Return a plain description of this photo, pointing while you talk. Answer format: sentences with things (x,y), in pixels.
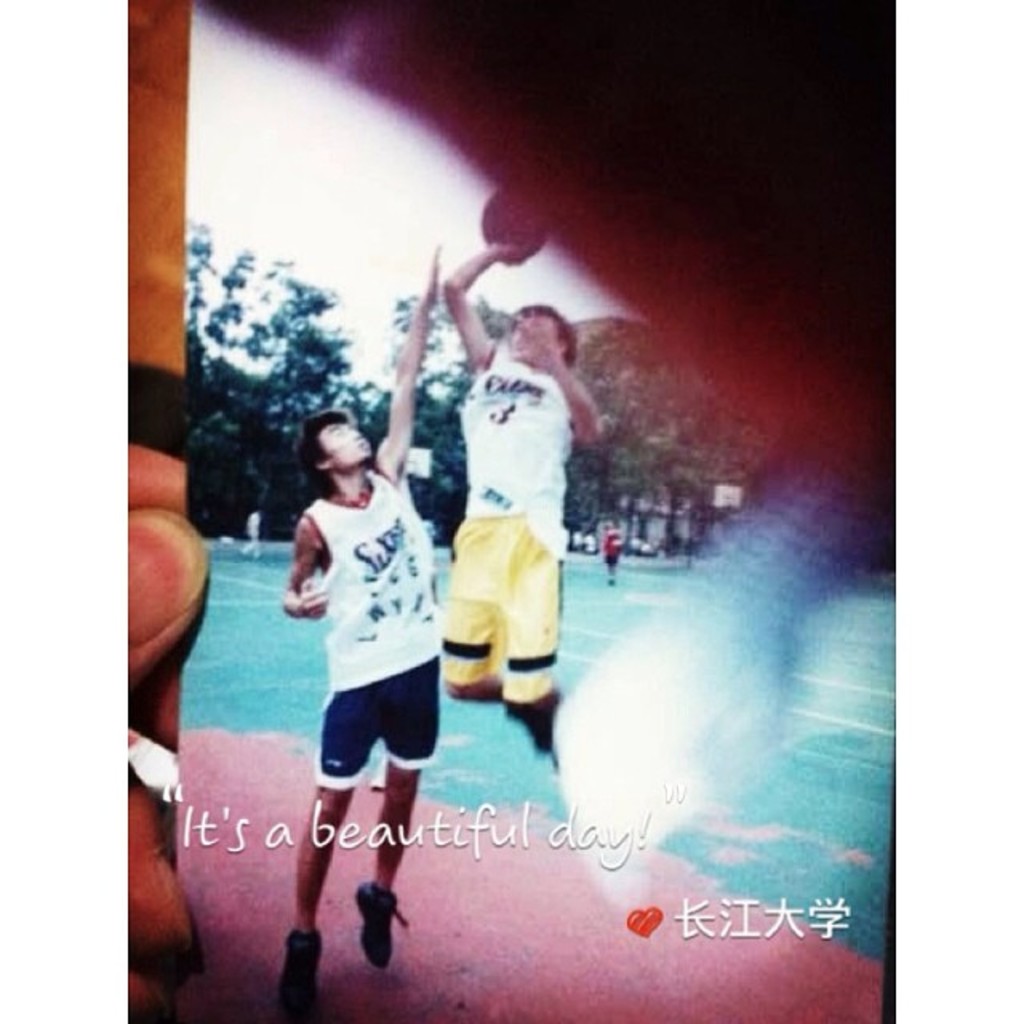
In this image we can see the photograph (692,491) which includes people (373,665), trees (637,362) and the sky (402,237).
